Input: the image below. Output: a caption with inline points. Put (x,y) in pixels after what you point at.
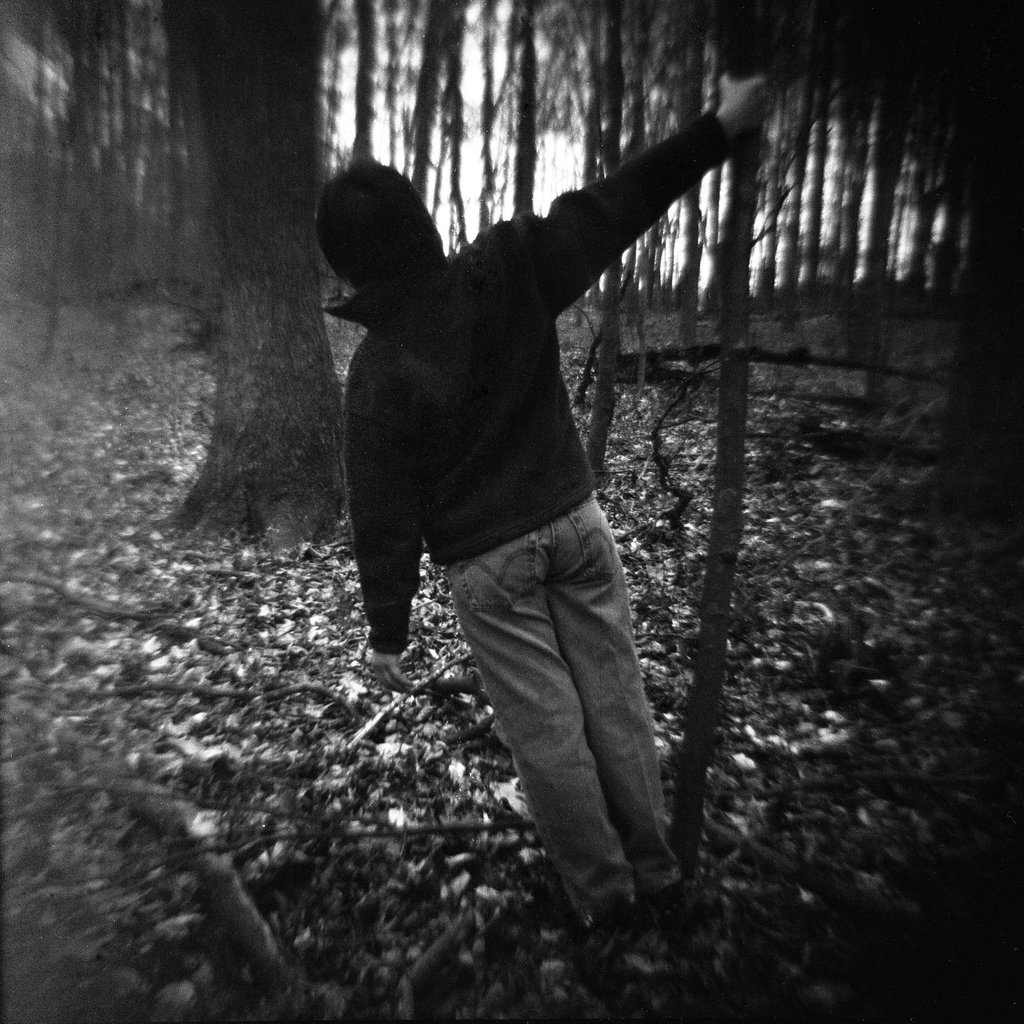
In this picture I can see a human (480,541) holding a tree bark (741,185) with his hand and i can see few trees (434,87) and leaves (85,438) on the ground (68,491).
